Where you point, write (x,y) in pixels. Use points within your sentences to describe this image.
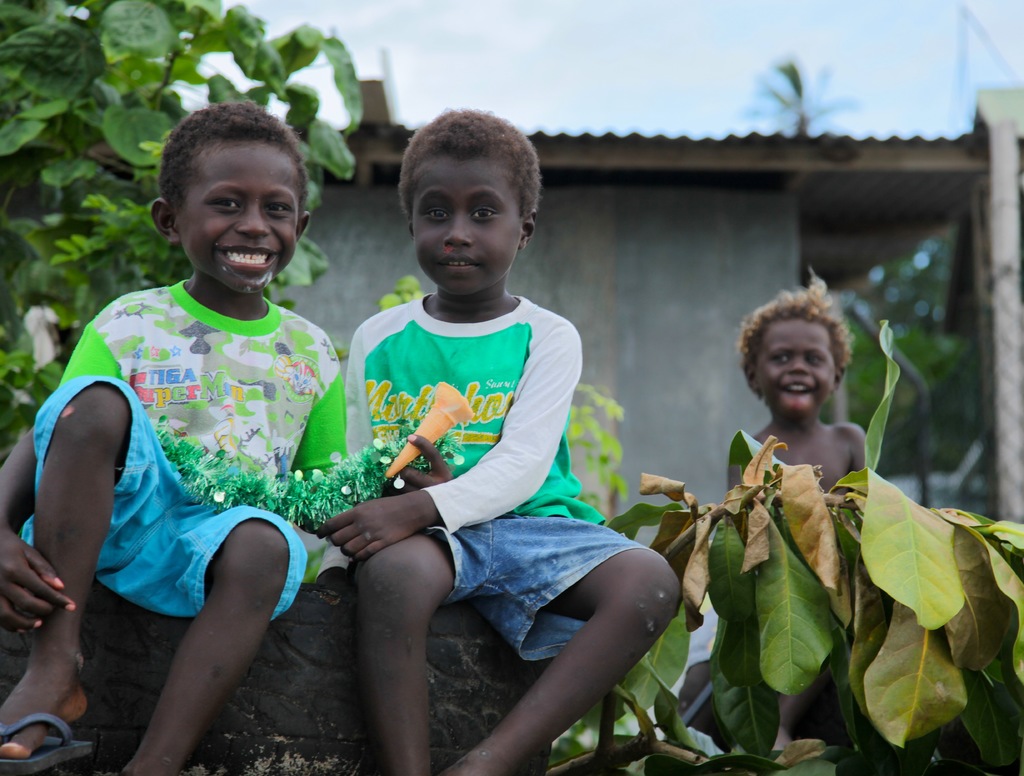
In the image I can see two boys (220,247) sitting on the Tyre (488,621). They are wearing a T-shirt (401,354) and short (293,539). I can see another boy (797,456) on the right side (836,467). I can see the plants (159,65) on the top left side (156,14). In the background (607,211), I can see a house (967,236).
